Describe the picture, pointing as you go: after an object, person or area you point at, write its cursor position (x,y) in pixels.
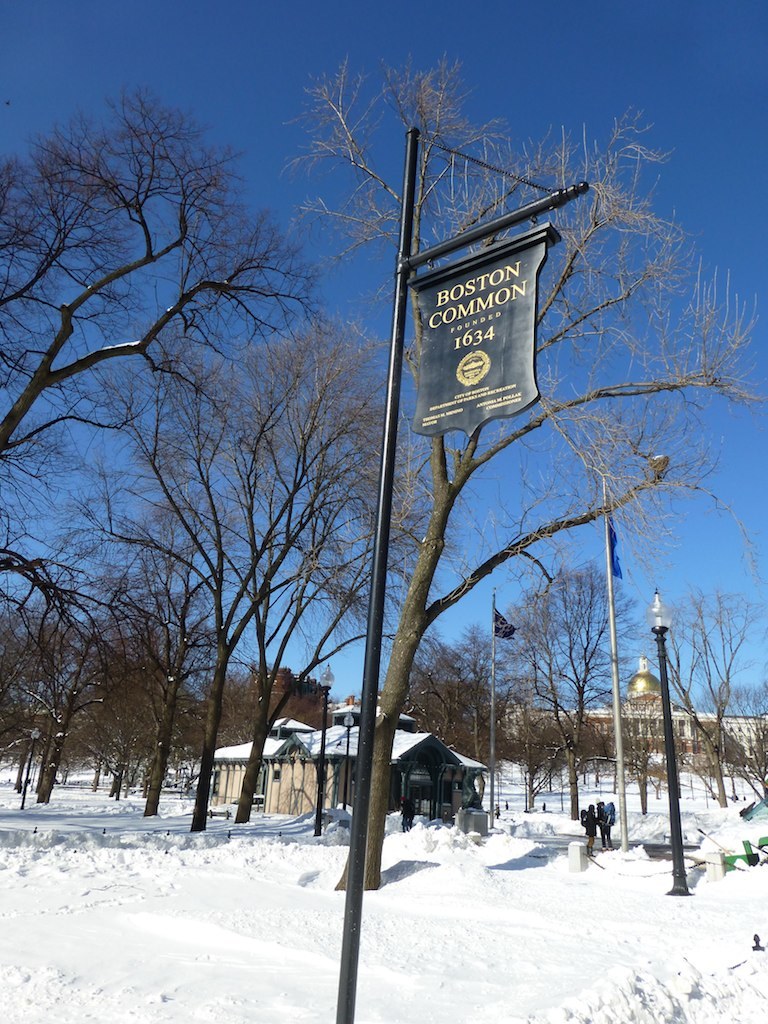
In this image I can see some snow (266,893) on the ground (391,930), few black colored poles (527,808), a black colored board (437,419), few flags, few houses (280,754), few trees (544,730), few persons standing and in the background (430,3) I can see the sky (288,180).
